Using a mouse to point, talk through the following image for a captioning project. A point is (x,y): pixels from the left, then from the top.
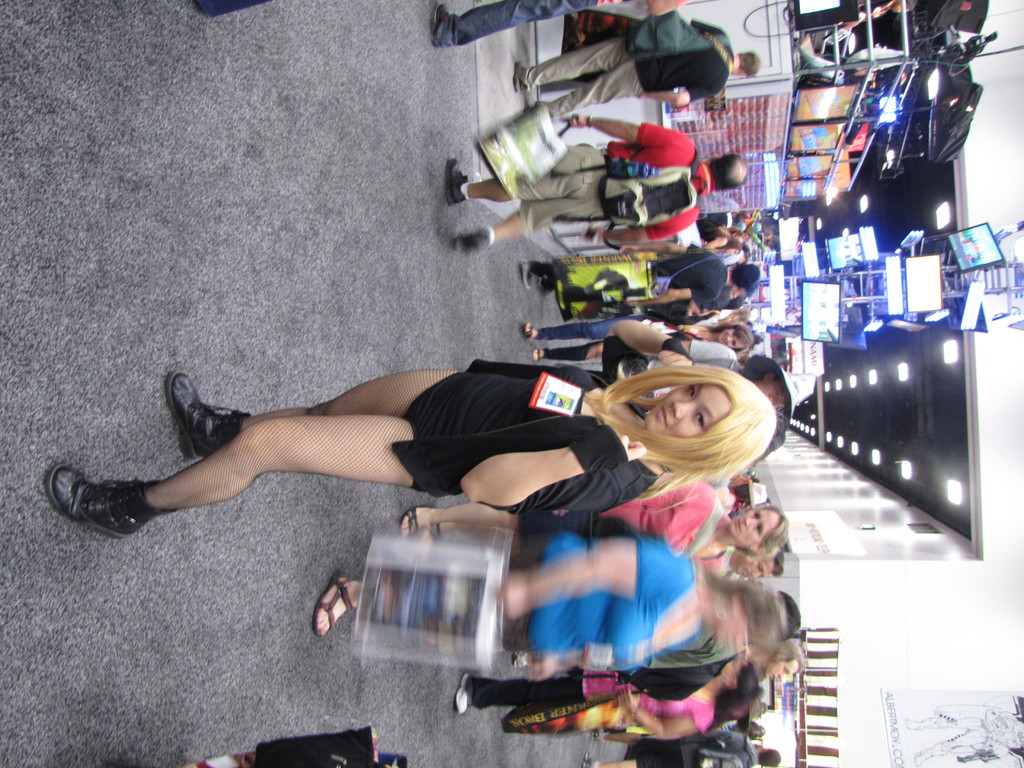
This is a woman (380,422) standing. She wore a black dress (419,457) and shoes (96,509). I can see groups of people (733,674) walking. I think these are the boards (920,285), which are attached to a pole (1005,287). I can see the ceiling lights (908,369). This looks like a poster (903,729), which is attached to the wall (902,651). I think this is a kind of a tent (834,725).
